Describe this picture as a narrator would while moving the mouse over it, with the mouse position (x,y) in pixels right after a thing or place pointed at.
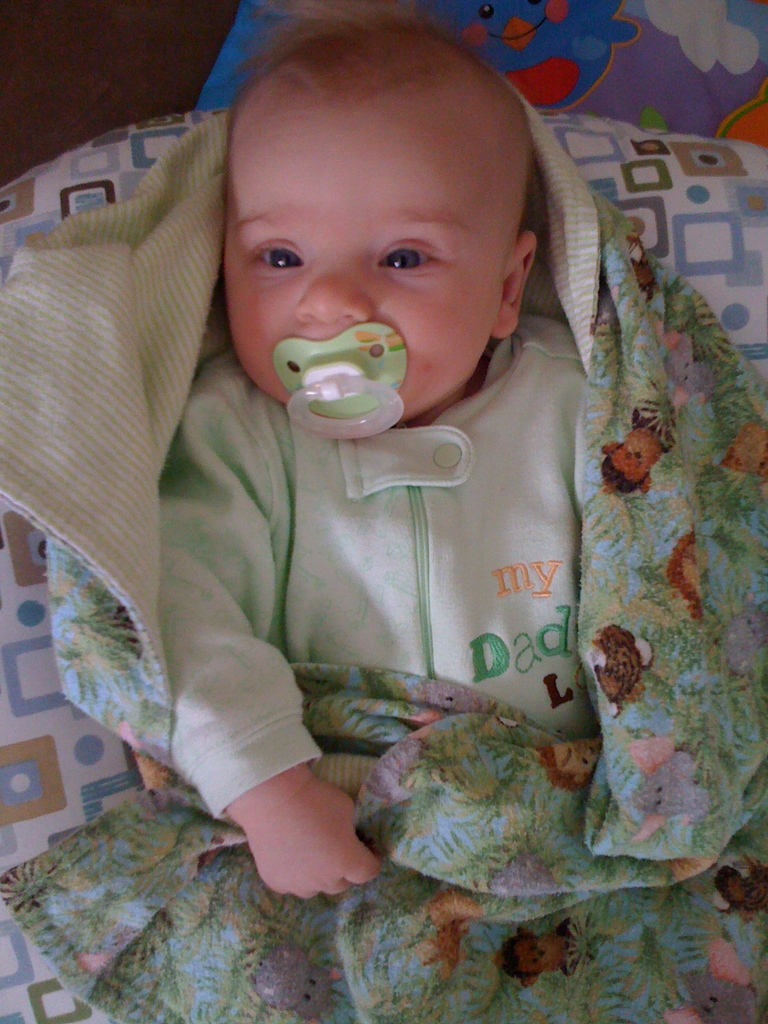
In this image I can see a baby (203,446) lying in a bed (662,233) with a bed sheet (196,793) with a nipple (345,331) or soother (388,400) in his mouth (292,383).
